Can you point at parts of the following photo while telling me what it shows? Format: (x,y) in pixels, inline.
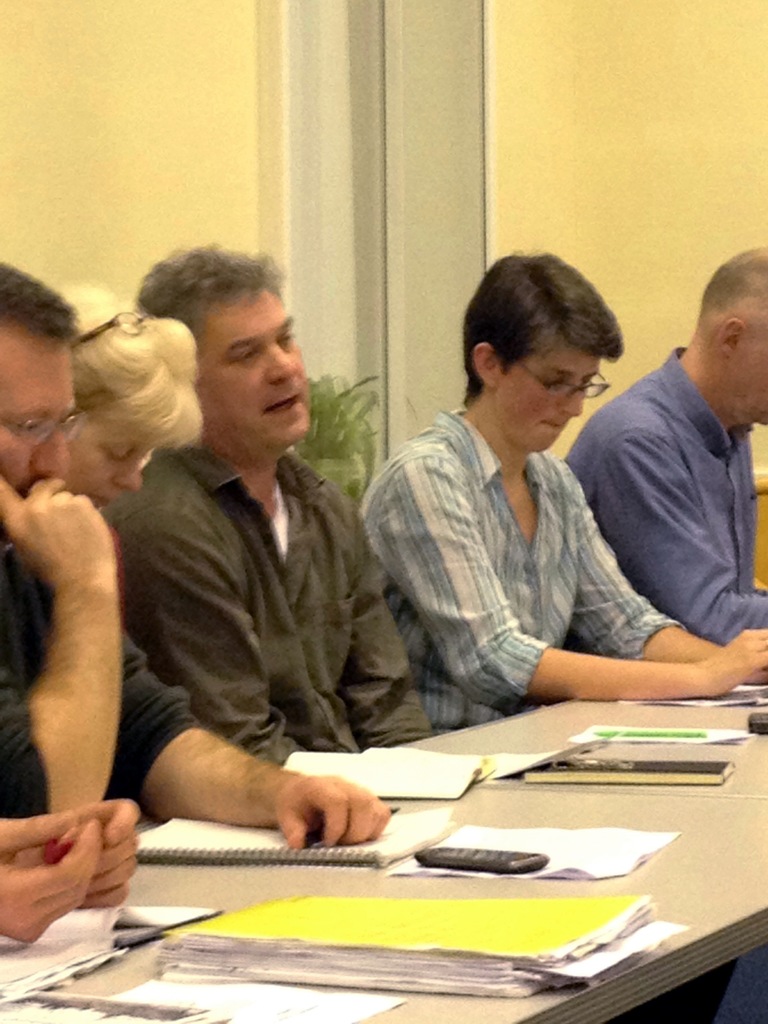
In this image we can see some people (423,534) sitting in front of a table (664,750) and on the table (560,712) we can see books (409,836), papers (533,847), pen (649,735) and mobile phones (475,855). In the background (245,159) there is a plain wall (592,66) with a door (461,87).
